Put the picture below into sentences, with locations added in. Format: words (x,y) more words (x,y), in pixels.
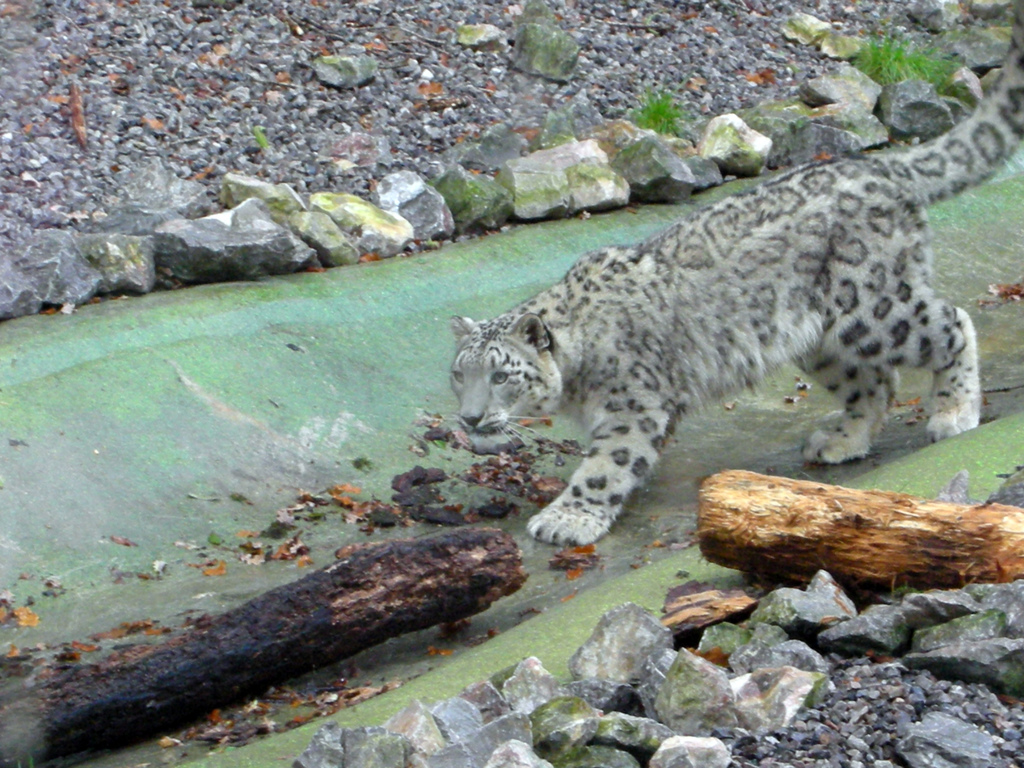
Here I can see a snow leopard (759,315) is walking on the ground (286,477). At the bottom of this image (670,705) there are some stones (684,680) and sticks (702,544). On the top (300,126) also I can see the stones (276,127).
